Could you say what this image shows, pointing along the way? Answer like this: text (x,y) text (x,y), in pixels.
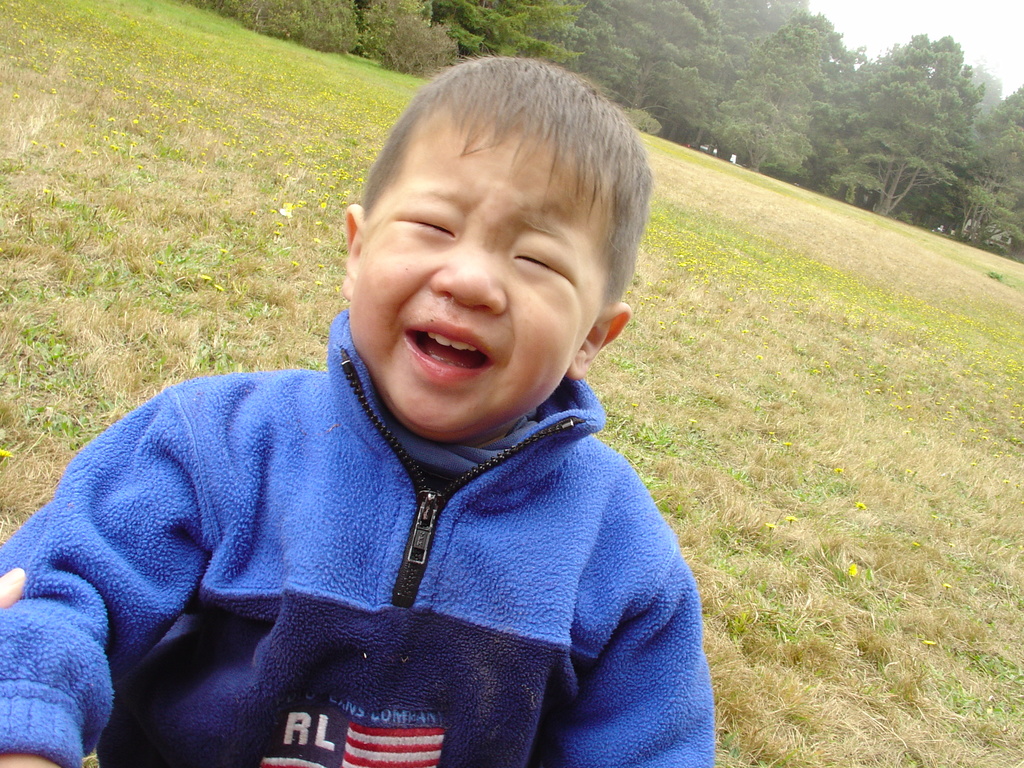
In the center of the image (547,404) we can see a boy (307,538) crying. He is wearing a blue jacket (404,593). At the bottom (820,612) there is grass (831,488). In the background (900,151) there are trees (947,141) and sky (921,29).
